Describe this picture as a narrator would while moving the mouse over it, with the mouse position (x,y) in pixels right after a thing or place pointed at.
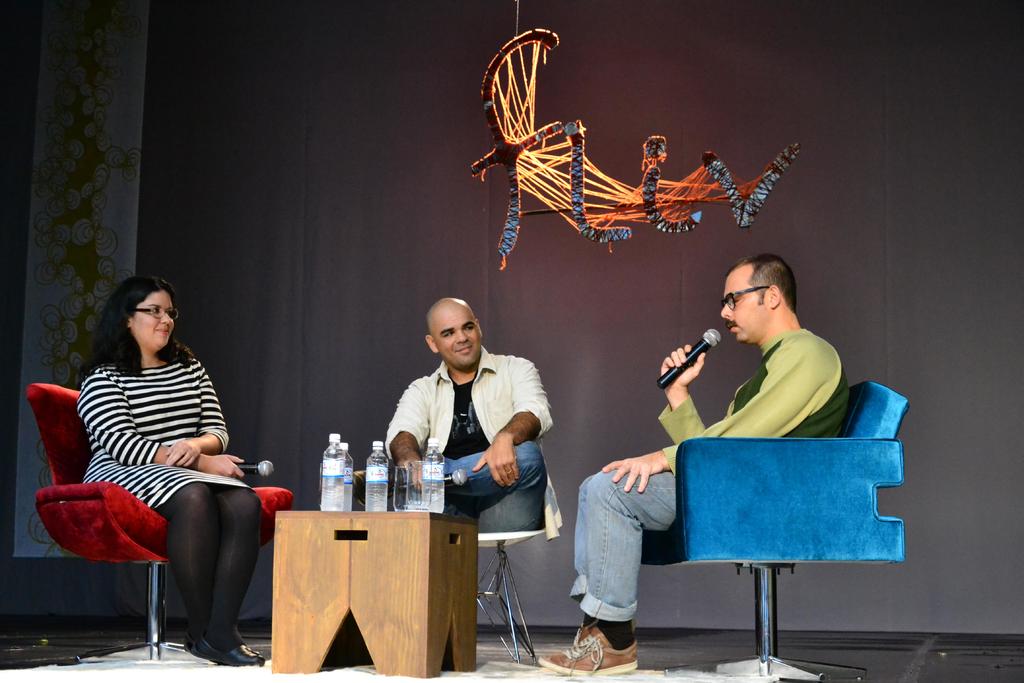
In this image there are three persons (513,508) sitting on the chairs (812,446) and holding the mics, and there are bottles (383,497) on the table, and in the background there is a show piece (693,218) hanging.
